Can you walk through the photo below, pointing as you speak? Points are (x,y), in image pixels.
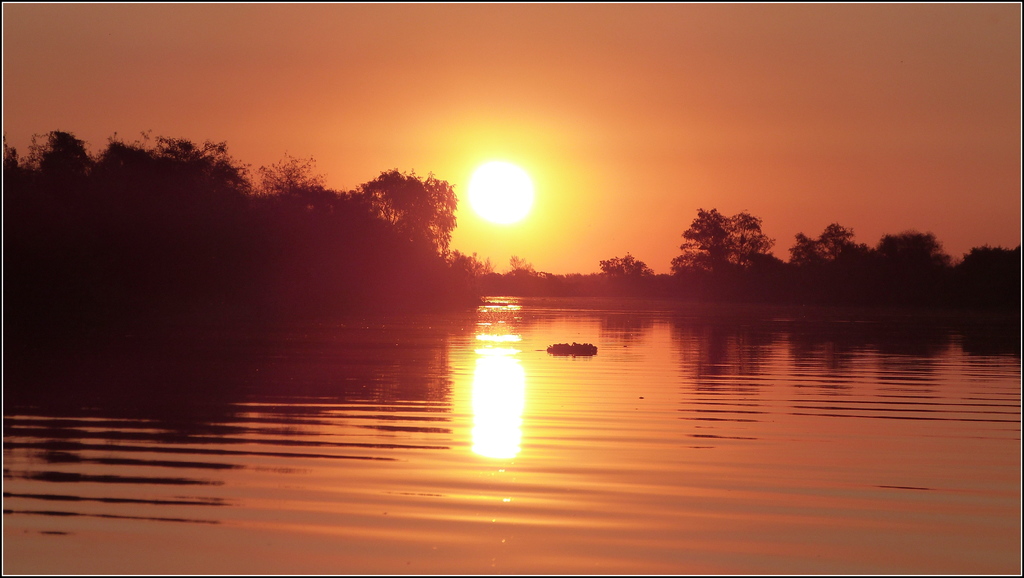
This is an outside view. At the bottom (439,461), I can see the water (329,409). In the background (441,303) there are many trees (185,229). At the top of the image (484,84) I can see the sky (491,80) along with the sun (492,184).
